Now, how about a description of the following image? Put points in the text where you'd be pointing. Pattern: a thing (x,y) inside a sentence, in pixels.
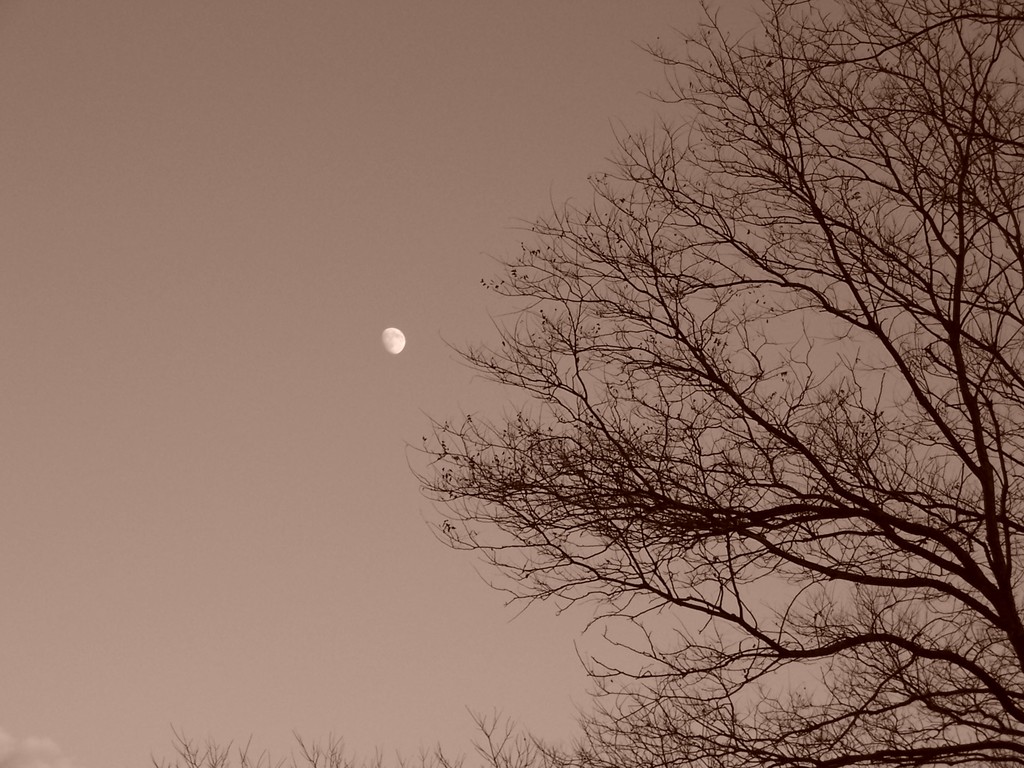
Right side of image (759,451) there are few trees (668,437). Background (214,614) there is sky (406,337) having moon (389,334).
